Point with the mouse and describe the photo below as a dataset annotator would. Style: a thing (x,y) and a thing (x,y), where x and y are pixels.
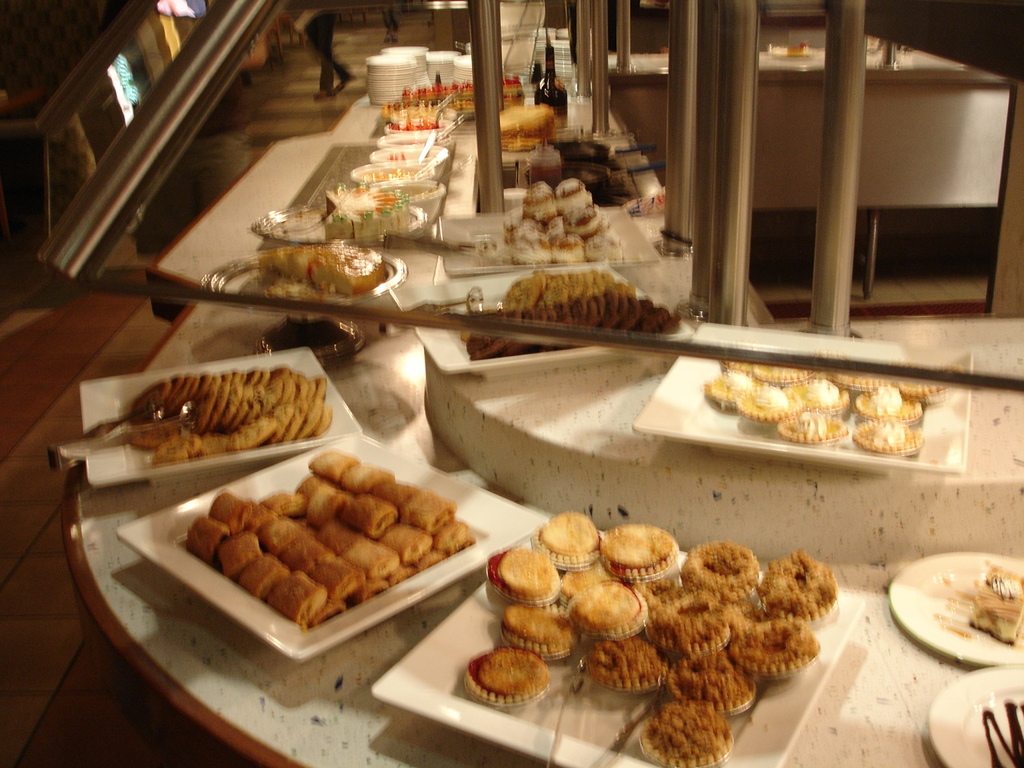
In this image, we can see plates (941,598) and bowls (388,165) on table (486,409) contains some food (511,644). There are pillars (700,53) at the top of the image (588,49).
